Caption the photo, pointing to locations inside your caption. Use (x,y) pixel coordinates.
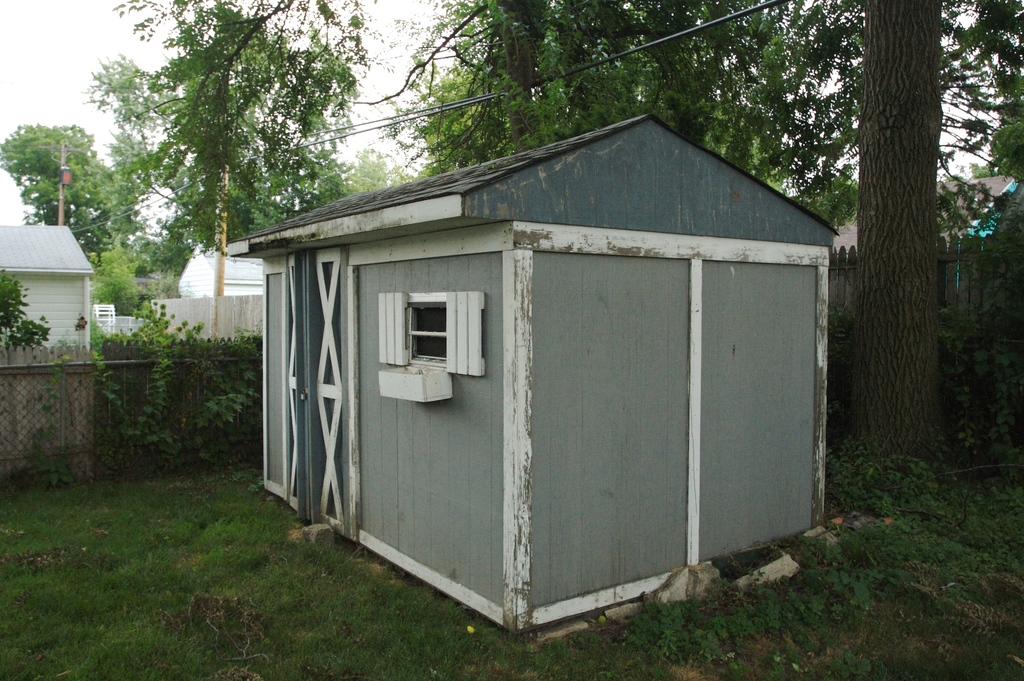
This looks like a small wooden house (445,395) with a door (301,463) and a window (412,344). This is the grass (272,564). These are the trees (487,22) with branches (232,140) and leaves (220,147). This looks like a wooden fence (214,308).
